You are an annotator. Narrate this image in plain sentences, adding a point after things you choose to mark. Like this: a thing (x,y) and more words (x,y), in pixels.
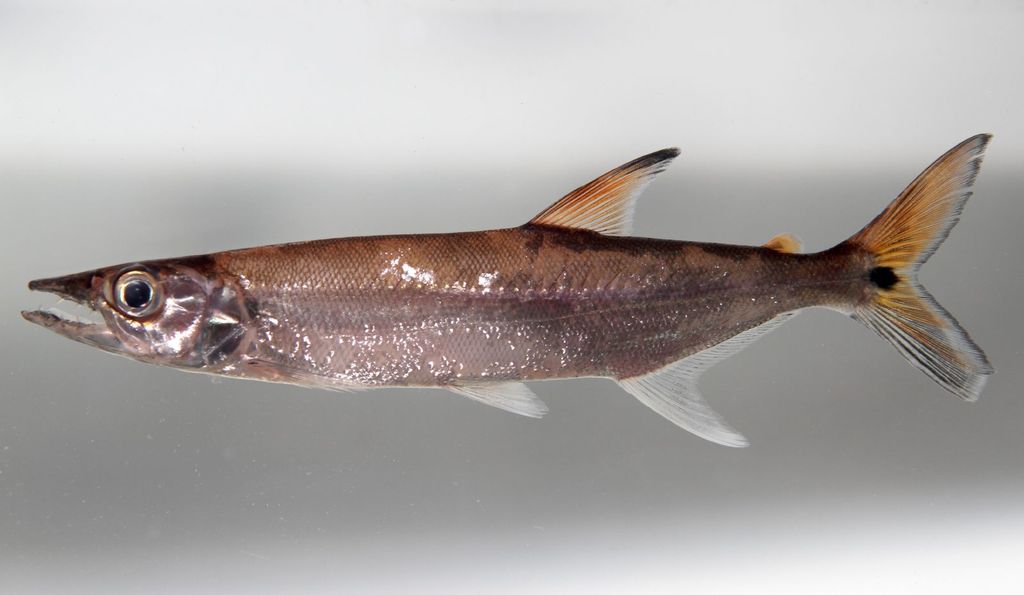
In this image I can see a fish (698,422) in the front (909,269) and I can see white colour in the background (379,565).
